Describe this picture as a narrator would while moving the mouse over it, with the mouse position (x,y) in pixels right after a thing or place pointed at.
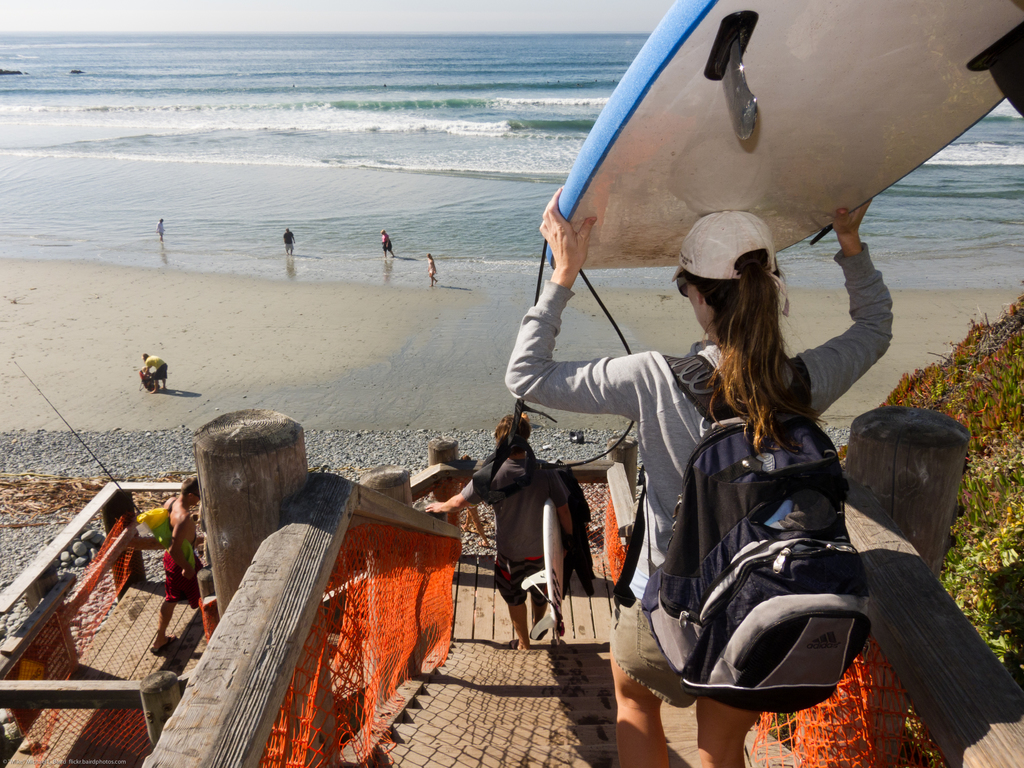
At the bottom of the image (510,563) few people (533,341) are holding some surfboards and walking on the steps (534,661). In the middle of the image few people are standing and walking. Behind them there is water (235,35). In the bottom right corner of the image (960,595) there are some trees (1003,319).
